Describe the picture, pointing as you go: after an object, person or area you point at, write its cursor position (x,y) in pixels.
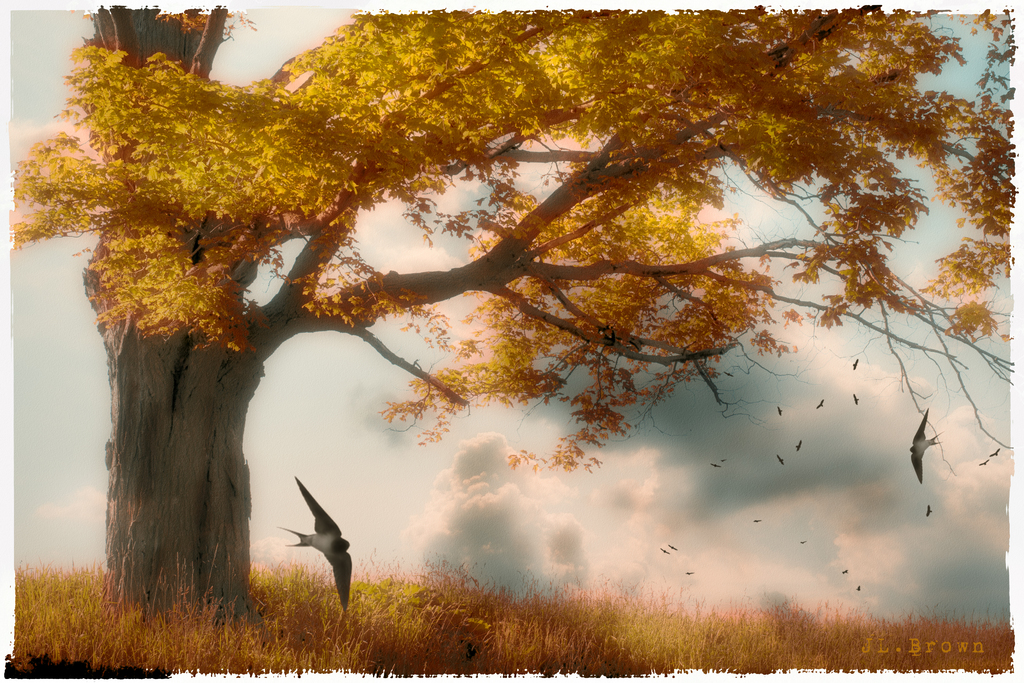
This image consists of grass (495,595), tree (417,78), flocks of birds (304,490) and the sky (857,481). This image looks like an edited photo.
